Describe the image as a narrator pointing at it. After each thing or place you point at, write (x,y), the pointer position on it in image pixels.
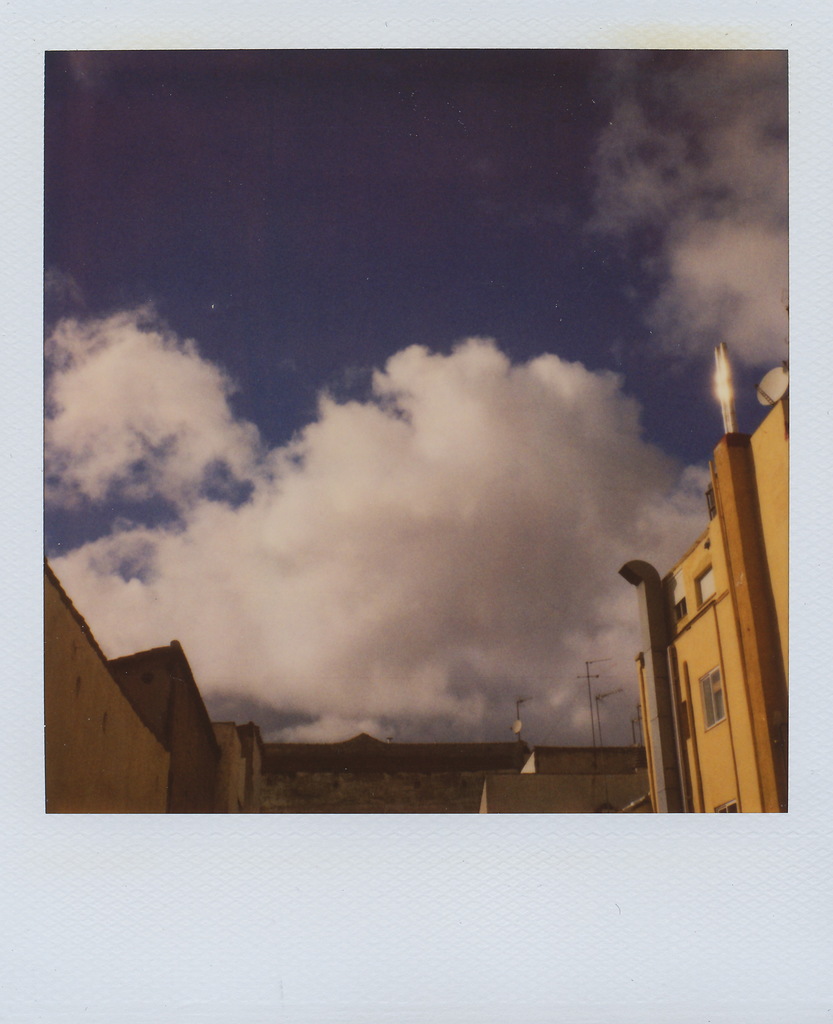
In this picture we can see few buildings (650,674) and clouds (468,552).
